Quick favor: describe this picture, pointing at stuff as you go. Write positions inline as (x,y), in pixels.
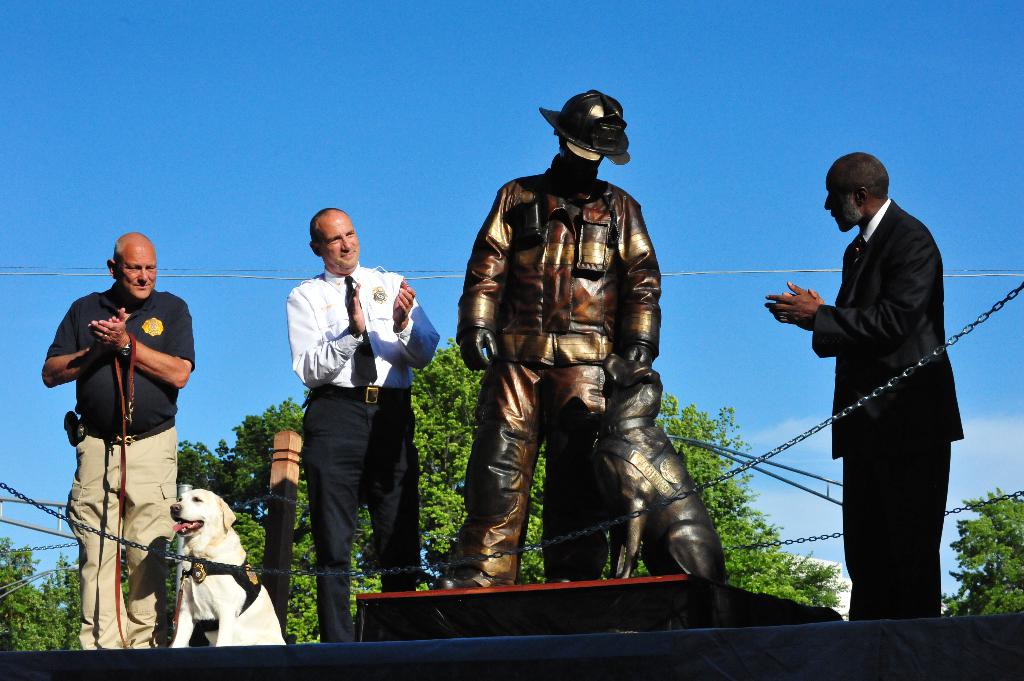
In this image I can see number of people (90,627) and a dog (178,637). I can also see a sculpture (494,487) of a man (557,436) and a dog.
